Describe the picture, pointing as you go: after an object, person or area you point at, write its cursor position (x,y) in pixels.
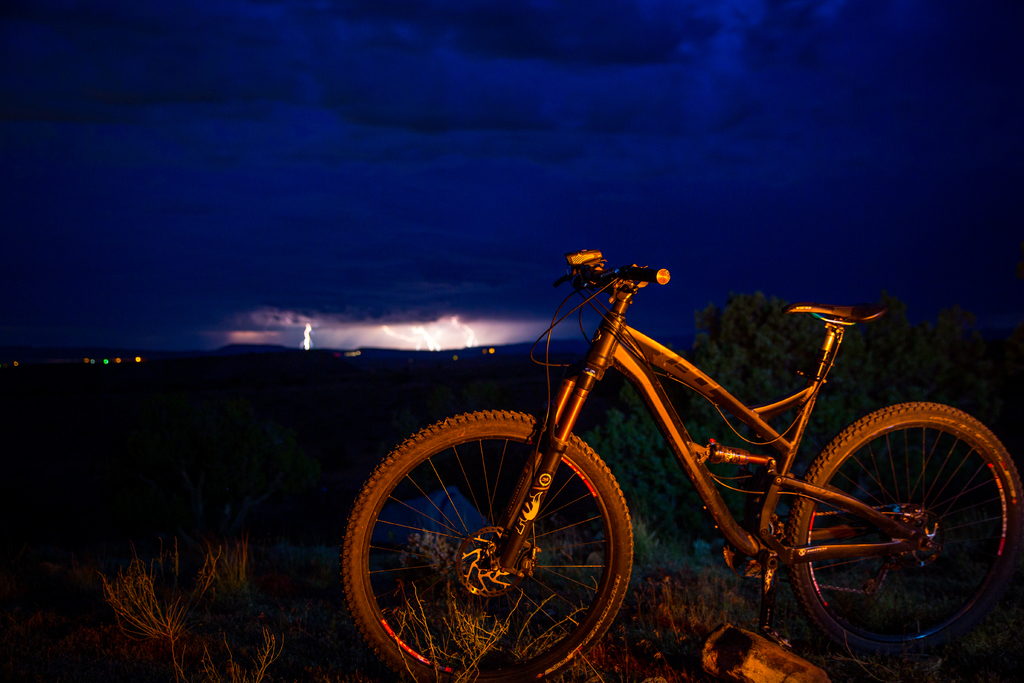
In the foreground of this image (795,484), there is a bike (706,471) and on the bottom (783,677), it seems like a log (787,675) on the grass (630,670) and we can also see few plants (749,358). In the dark background (384,191), on the top (438,160), there is the cloud (414,186) and the lightning (456,343).
